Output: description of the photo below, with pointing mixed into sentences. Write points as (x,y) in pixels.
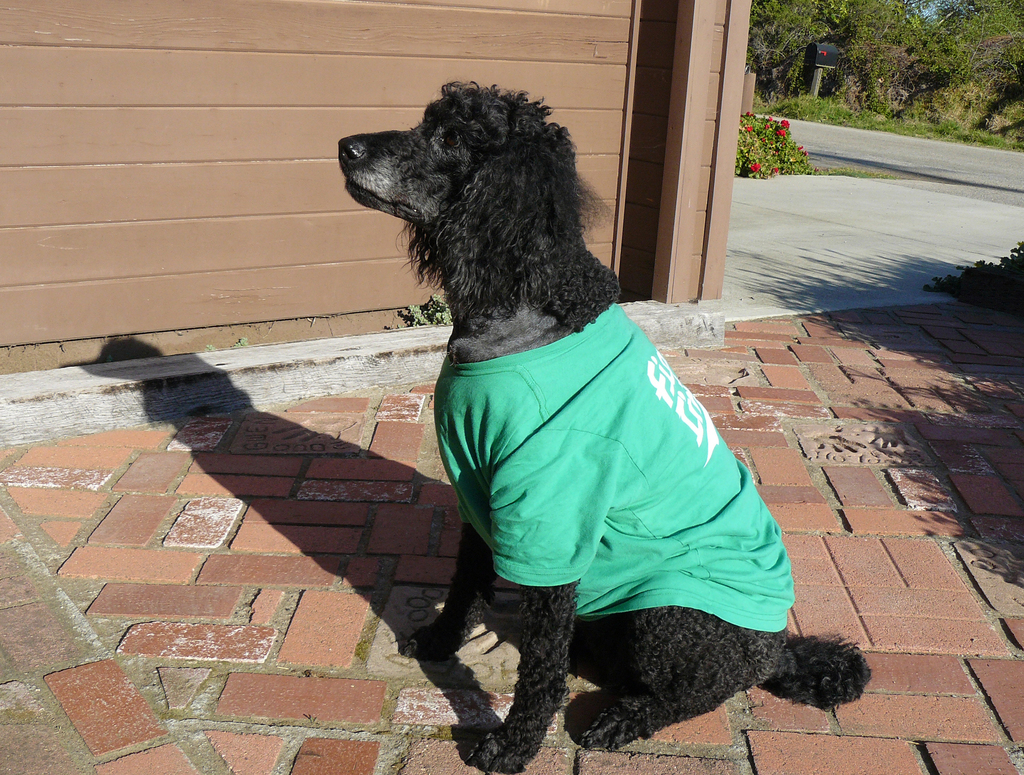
This picture describe about the Black Dog (655,710) sitting on the cobblestones (736,710) wearing a green color t-shirt (687,533). Behind we can see a wooden panel wall (697,196). In the background (836,91) you can see some trees (993,42) and a road (917,168).
